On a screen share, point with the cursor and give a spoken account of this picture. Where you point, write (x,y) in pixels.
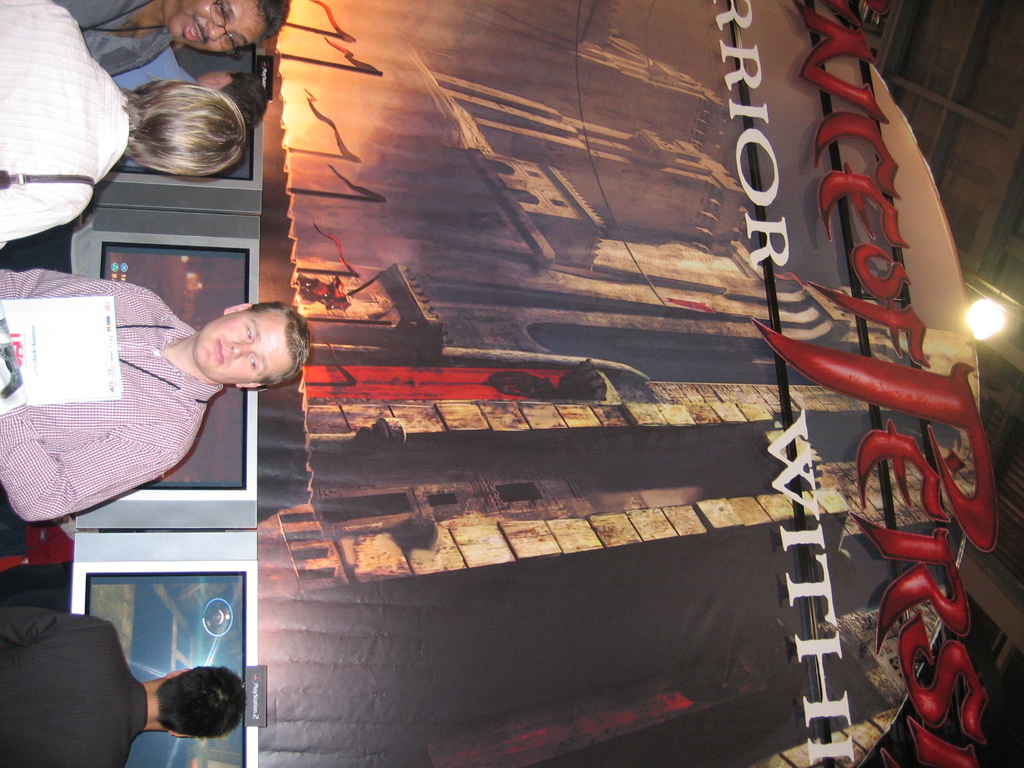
In this image I see few people (150,306) and I see the screens (178,578) and in the background (370,196) I see the art (551,310) over here and I see something is written and I see the light (984,306) on the ceiling (991,35).
